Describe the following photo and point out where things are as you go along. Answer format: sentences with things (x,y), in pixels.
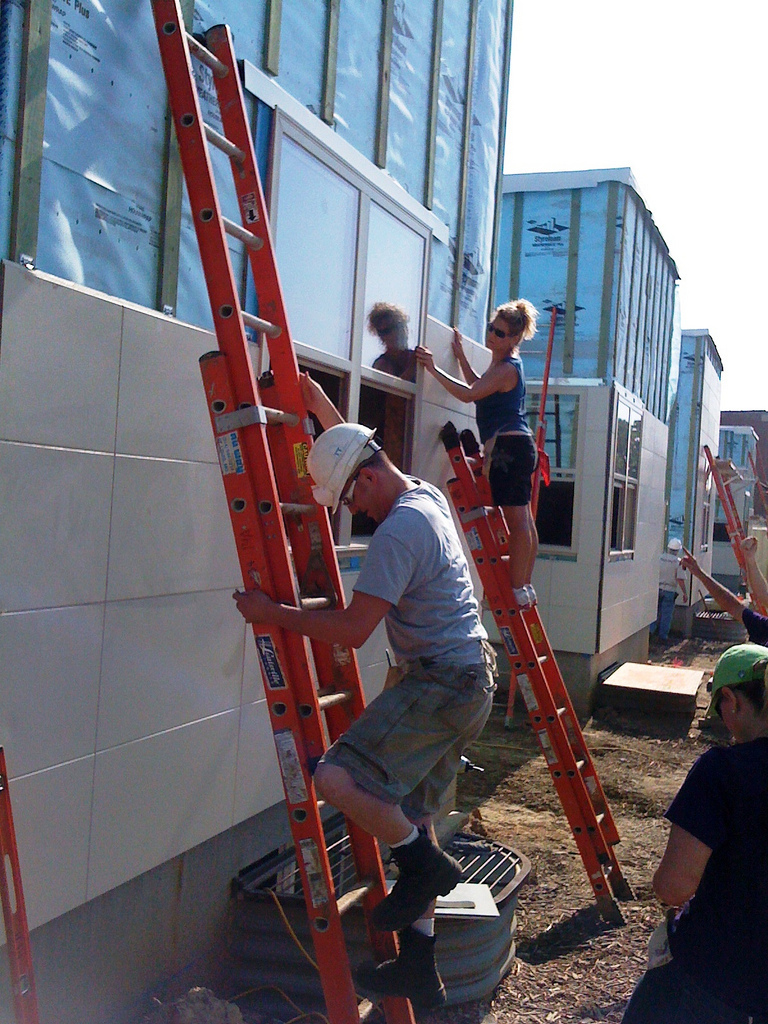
In this image, we can see persons (452,670) on ladders (278,762). There are cabins (616,497) in the middle of the image (344,561). There is an another person (713,858) in the bottom right of the image (750,928). There is a sky (673,66) in the top right of the image (676,84).
